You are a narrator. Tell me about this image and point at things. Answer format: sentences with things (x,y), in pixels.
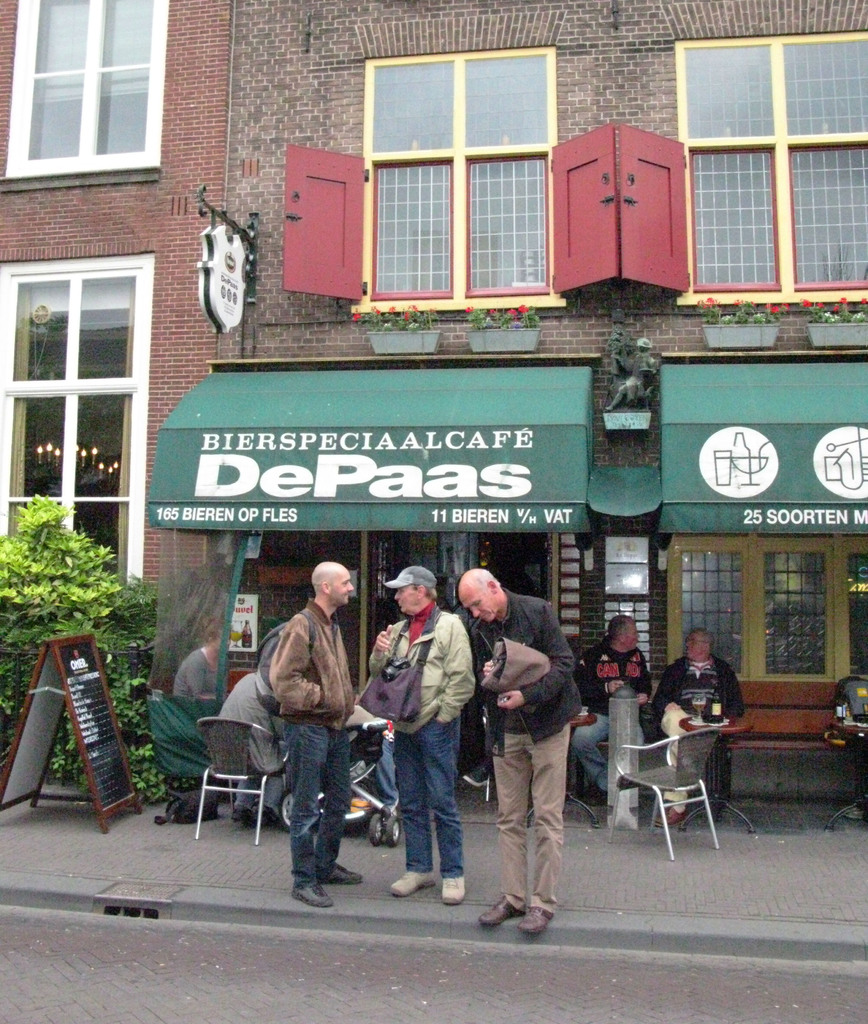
In this picture we can see there are three people (301,796) standing on the path (281,844) and other people (668,664) are sitting on chairs (619,785). Behind the people (260,721) there is a board (48,766), trees (103,611), building (13,524) and other things (256,219).
